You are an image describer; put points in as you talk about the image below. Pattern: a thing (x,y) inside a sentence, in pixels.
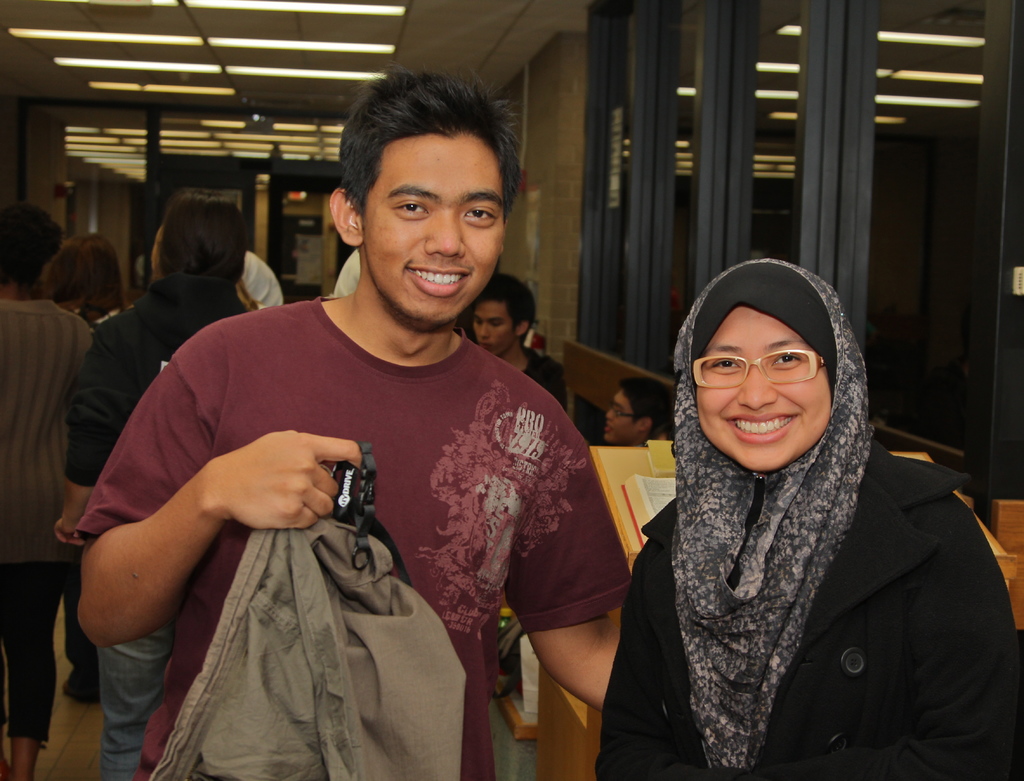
In this image I can see number of people (249,270) and in the front (291,487) I can see one of them is holding a cloth (382,603). I can also see number of lights (110,38) on the ceiling (359,41) and on the right side of this image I can see two books (628,482) on the table (622,469). In the front (844,549) I can see one woman (855,490) is wearing black colour dress (859,612) and a specs (735,385). On the top right side of this image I can see reflection of lights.
